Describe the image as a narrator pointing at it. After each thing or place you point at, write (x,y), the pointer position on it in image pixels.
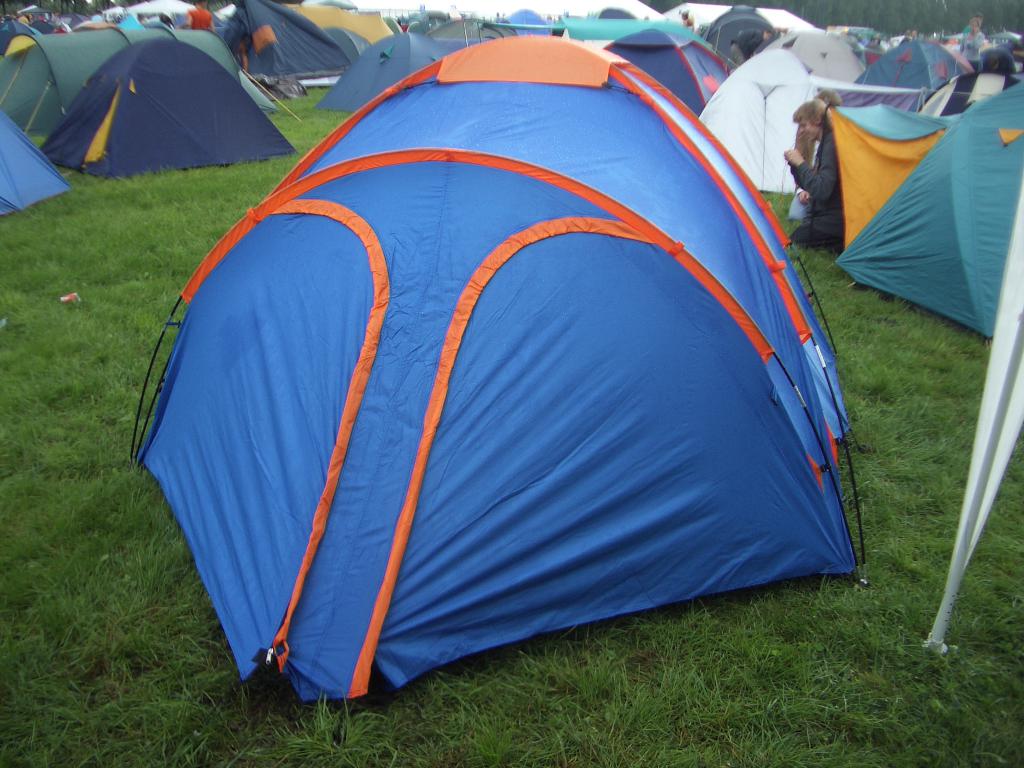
In this image, I can see the tents (624,47) with different colors. I can see two people (808,159) sitting on their knees (796,234). This is the grass (809,712), which is green in color.
